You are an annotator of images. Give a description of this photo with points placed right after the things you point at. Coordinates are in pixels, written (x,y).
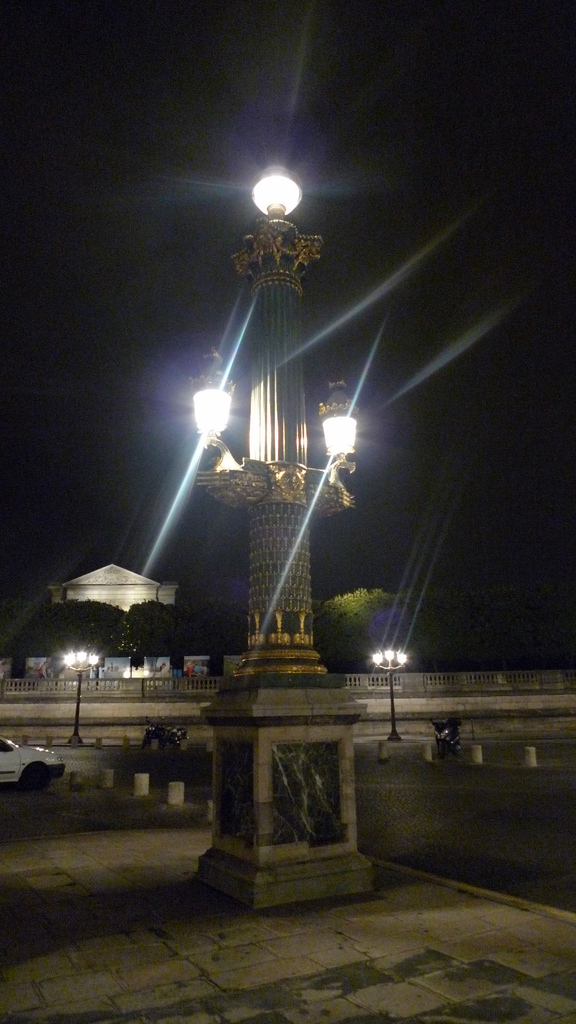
In this image I can see in the middle (262,592) it looks like a tower (319,501) with lights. On the left side (19,753) there is a vehicle (56,764), at the back side (394,594) there are trees (16,639), at the top (178,153) it is the sky (230,158).
